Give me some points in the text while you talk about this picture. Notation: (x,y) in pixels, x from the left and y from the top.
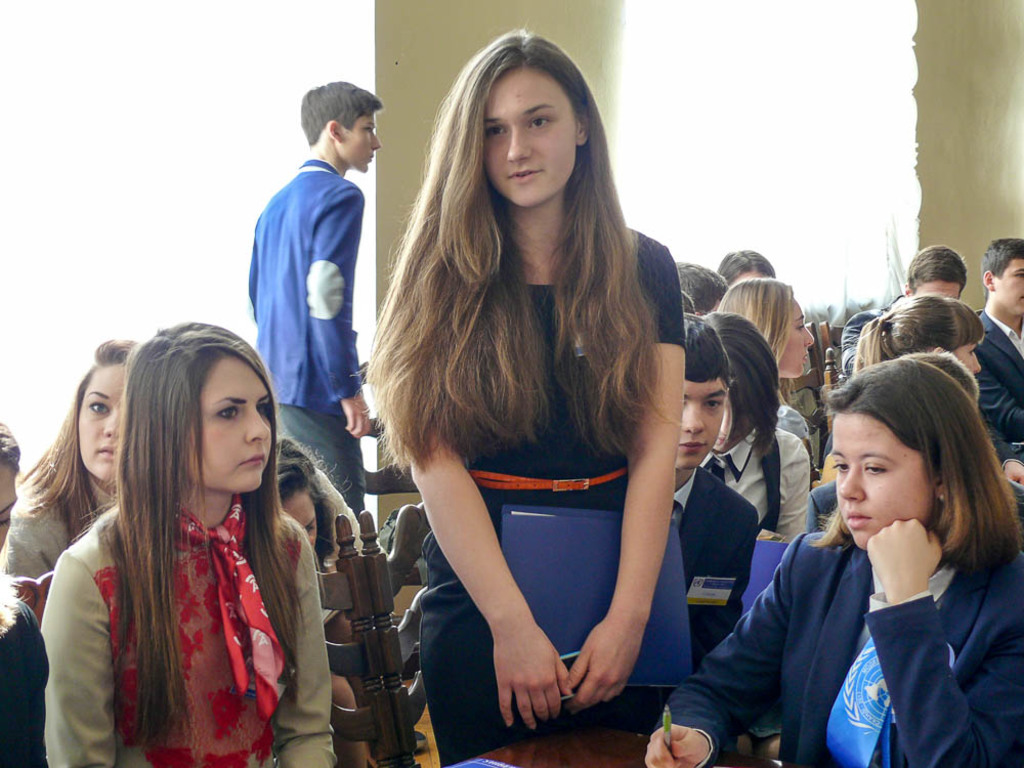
In the center of the image (520,491) we can see two people (625,587) are standing and a few people (943,569) are sitting on the chairs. Among them, we can see two persons (494,736) are holding some objects (675,654). In the background (457,30) there is a wall (470,28).
